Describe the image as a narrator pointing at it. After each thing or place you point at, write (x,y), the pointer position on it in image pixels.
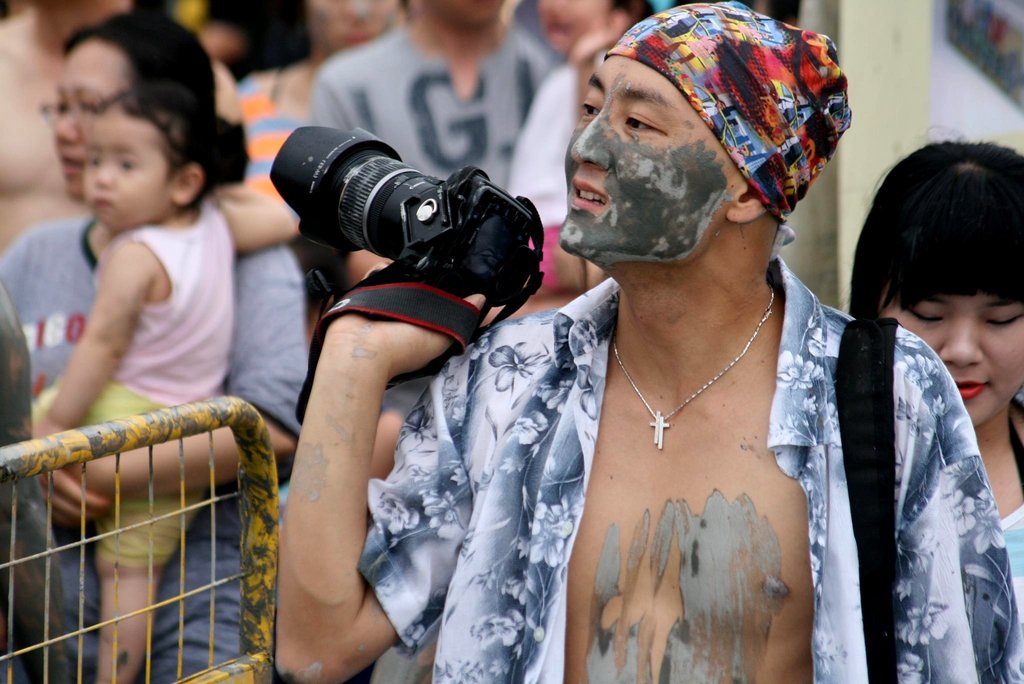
Group of people (918,276) standing and this person (828,490) holding camera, this person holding a baby (224,283). This is fence (247,475).
